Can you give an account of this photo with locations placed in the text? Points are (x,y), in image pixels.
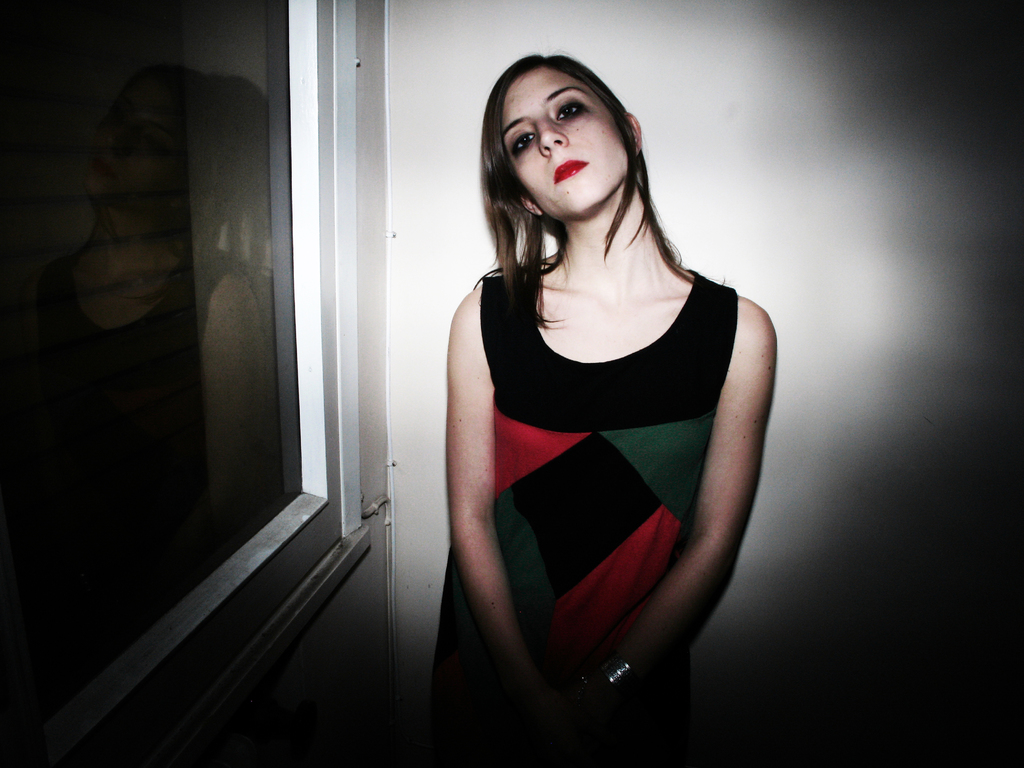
This picture is taken inside the room (899,600). In this image, in the middle (658,378), we can see a woman (633,423) standing. On the left side (273,452), we can see a glass window (351,551). In the background (642,97), we can see a wall (797,208) and black color.
